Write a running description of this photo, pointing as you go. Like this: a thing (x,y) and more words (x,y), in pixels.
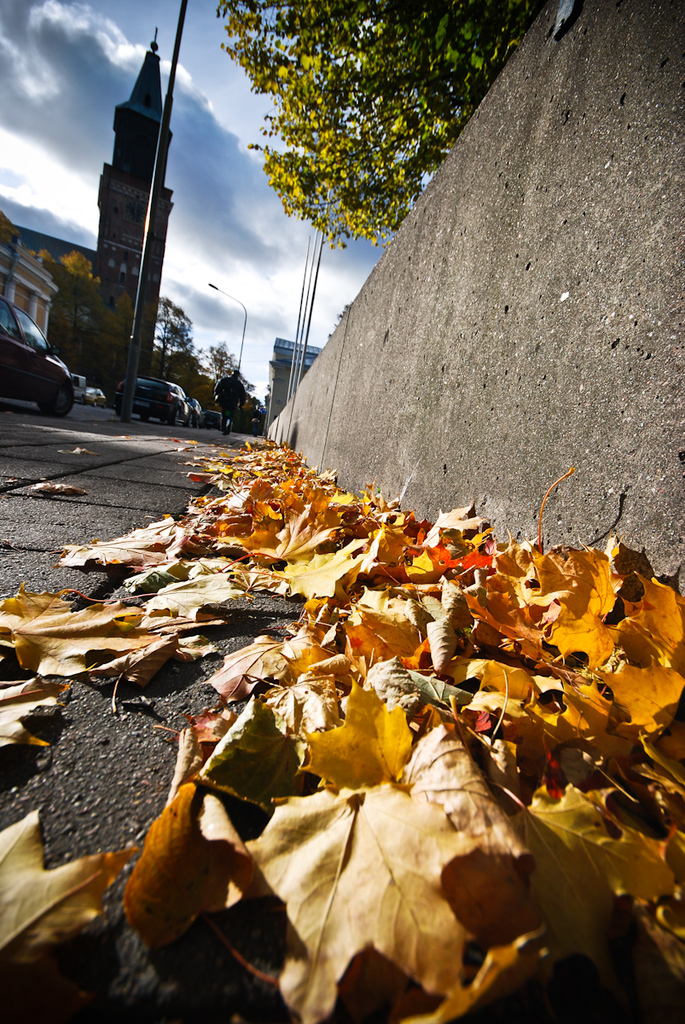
In the foreground of this image (351,512), there are dry leaves (519,741) on the pavement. On the right (626,344), there is a wall (624,377). At the top (397,83), there is a tree (382,87). In the background (40,377), there are few vehicles (48,379) moving on the road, a man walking on the pavement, poles (299,346), buildings (284,353), trees (179,325) and the sky (214,233).
